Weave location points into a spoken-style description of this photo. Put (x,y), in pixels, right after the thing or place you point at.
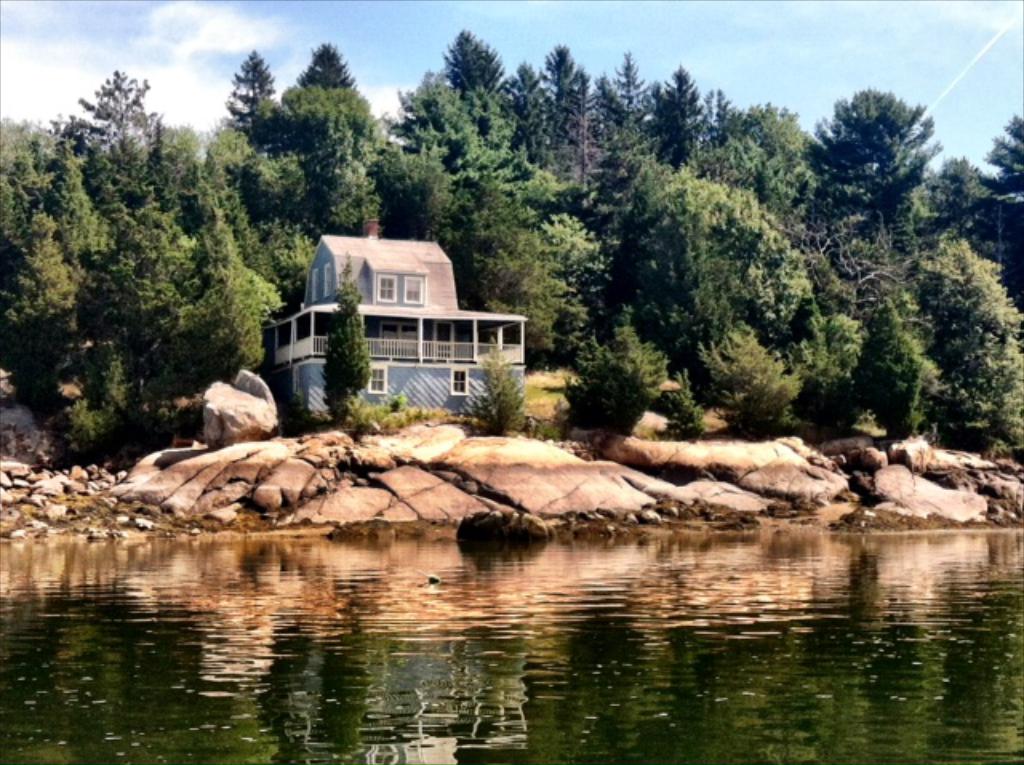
This image is clicked outside. At the bottom (471,653), there is water (432,655). And there are rocks (531,481) in the front (170,519). In the middle (438,287), there is a house (325,249). In the background (455,100), there are many trees (594,173). To the top (127,36), there are clouds (78,57) in the sky (205,22).
